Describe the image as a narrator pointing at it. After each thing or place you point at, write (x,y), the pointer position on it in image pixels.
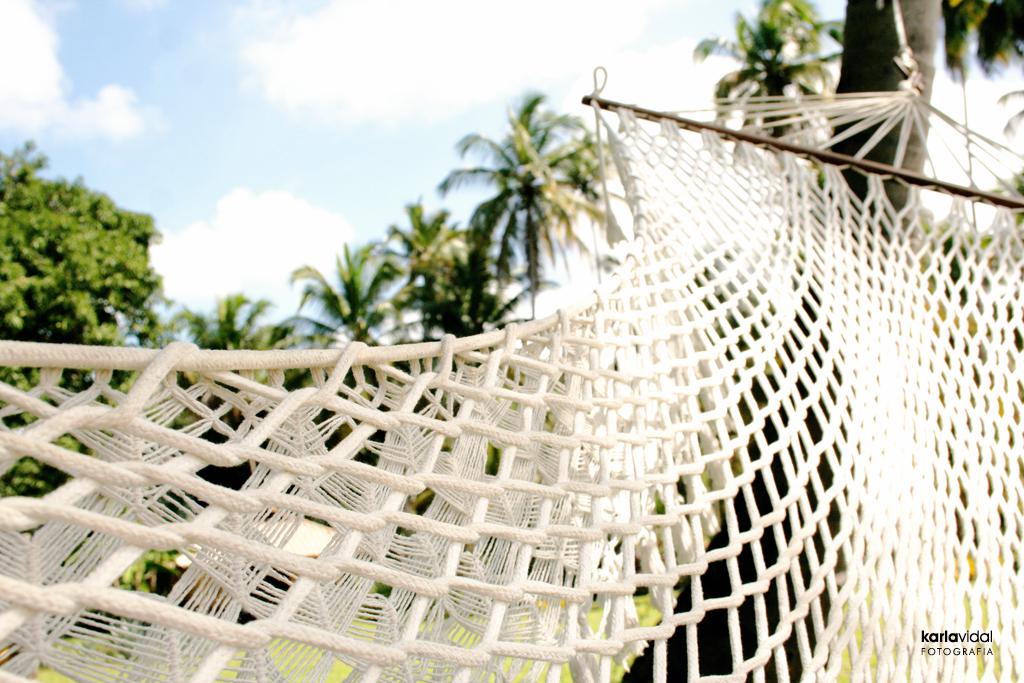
In this picture I can see a thing (240,625) in front (1000,347), which looks like a swing (689,556) and I see the watermark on the bottom right corner of this image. In the background (364,339) I see number of trees (460,231) and I see the sky (417,86).
